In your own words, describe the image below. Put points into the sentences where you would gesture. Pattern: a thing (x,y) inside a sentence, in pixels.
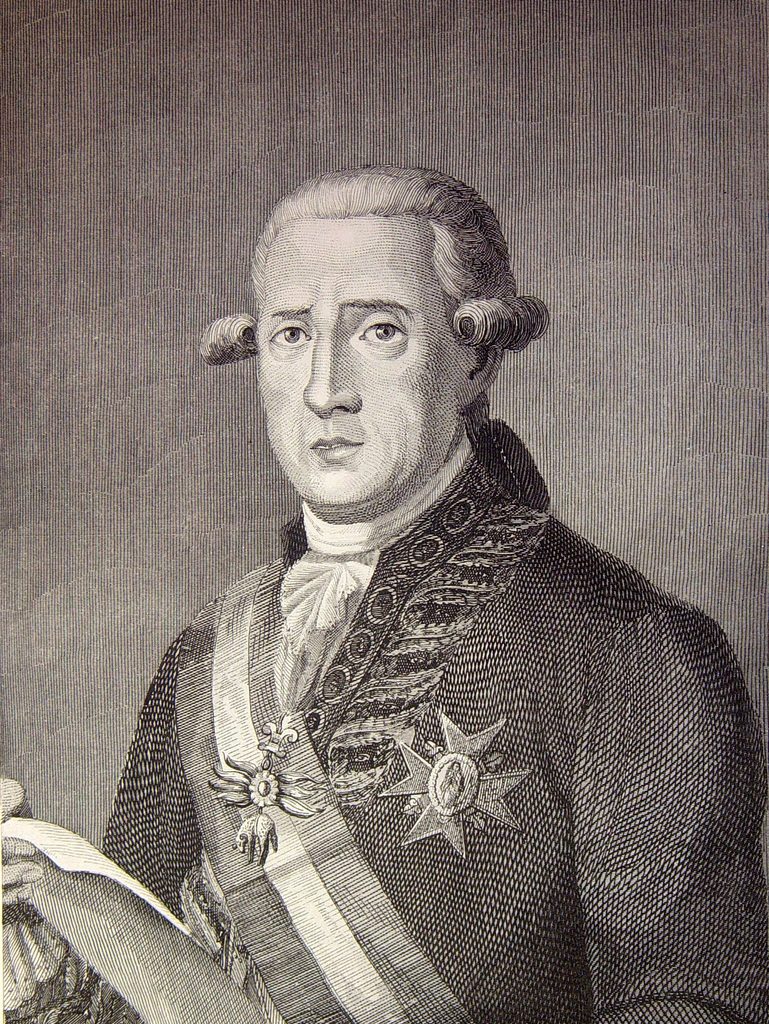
In this picture I can see the painting (289,214) of a person (297,395) holding a paper (76,882).
